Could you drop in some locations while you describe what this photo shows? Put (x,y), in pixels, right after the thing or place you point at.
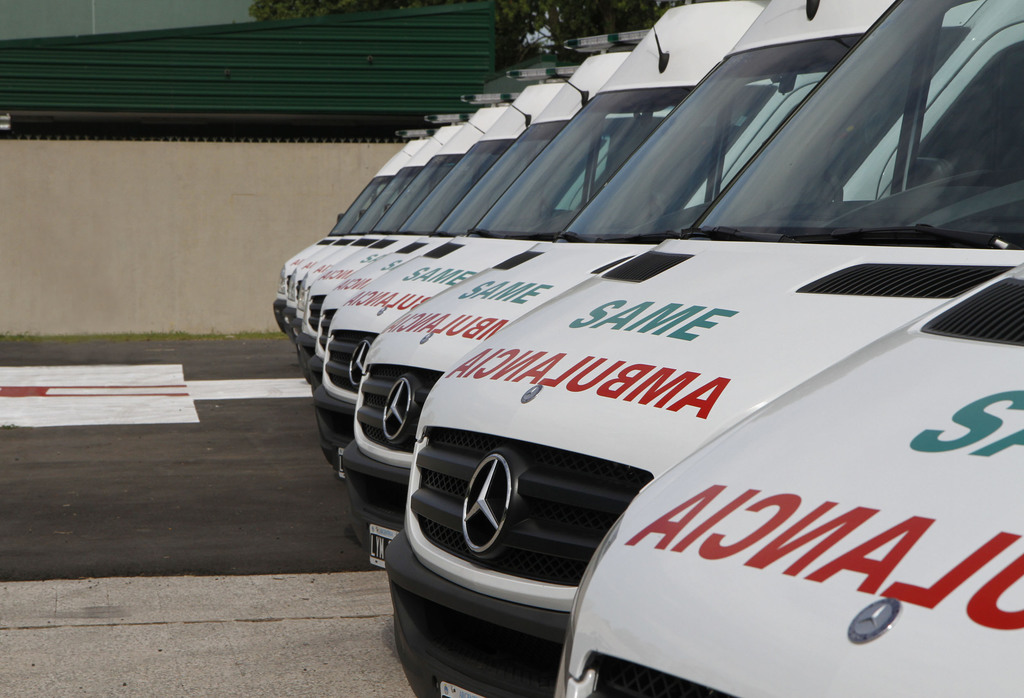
In the picture I can see some vehicles (633,408) are on the road (312,530), side we can see building (212,137), trees (271,10).
